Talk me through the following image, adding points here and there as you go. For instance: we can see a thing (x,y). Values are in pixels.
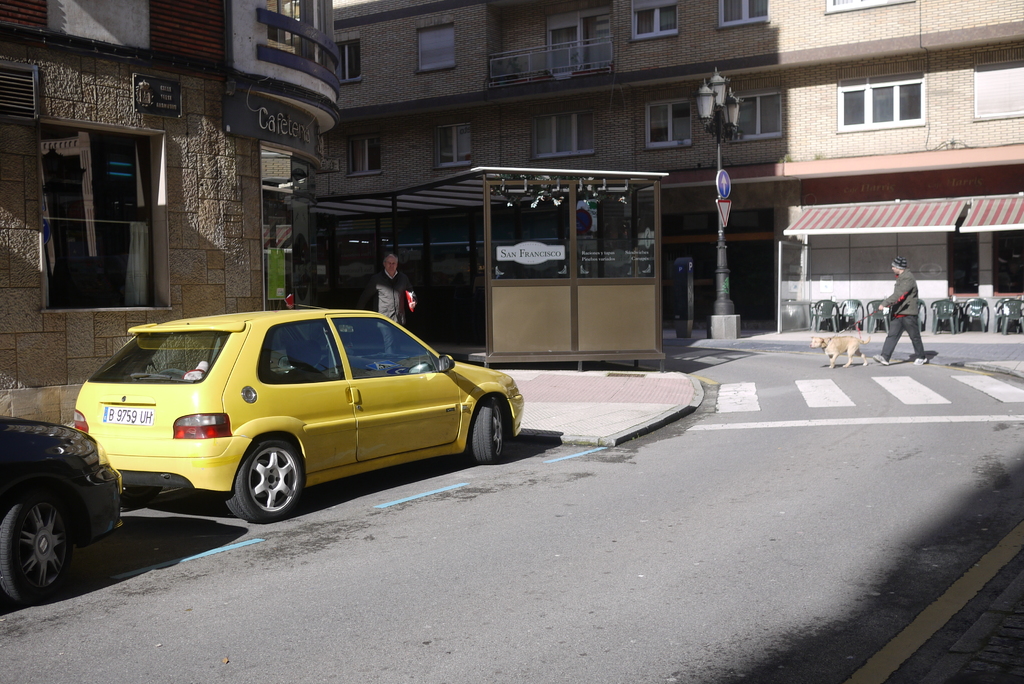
In this image, we can see the road (729,436) and there are two cars (101,511) and there is a person (895,329) and a dog (864,344) walking, we can see some buildings (746,281).
